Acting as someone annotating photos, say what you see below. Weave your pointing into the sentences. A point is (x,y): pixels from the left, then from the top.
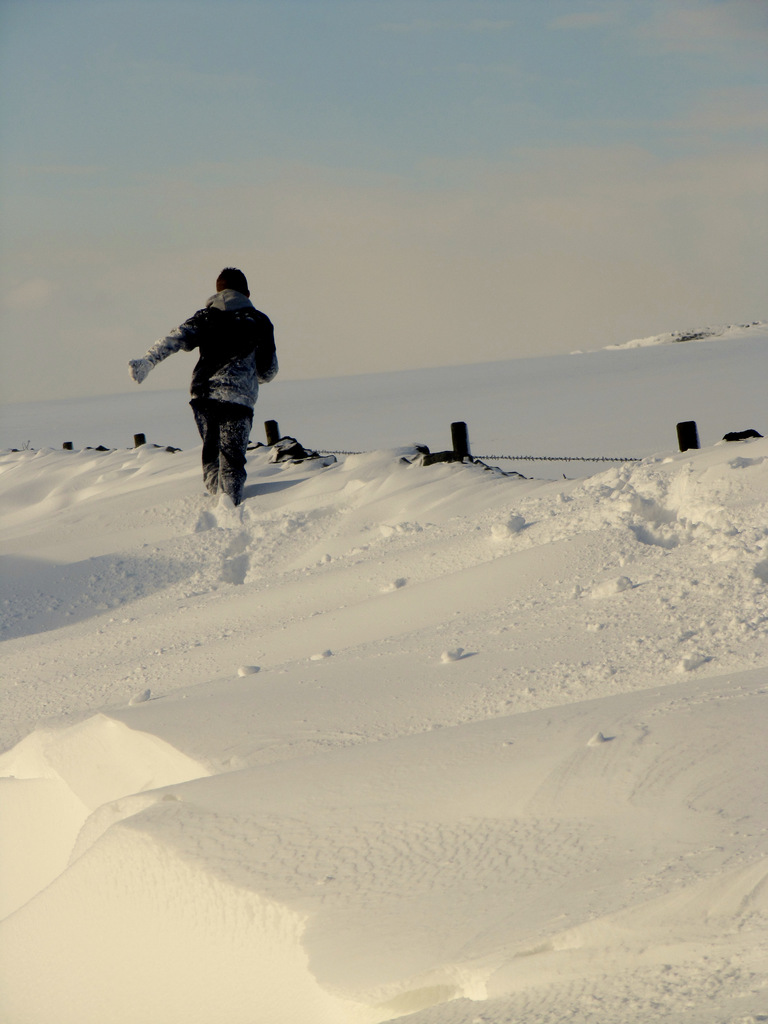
In this image I can see a man (247,382) is walking on the snow (251,501). Here I can see a fence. In the background (443,231) I can see the sky (389,208).
